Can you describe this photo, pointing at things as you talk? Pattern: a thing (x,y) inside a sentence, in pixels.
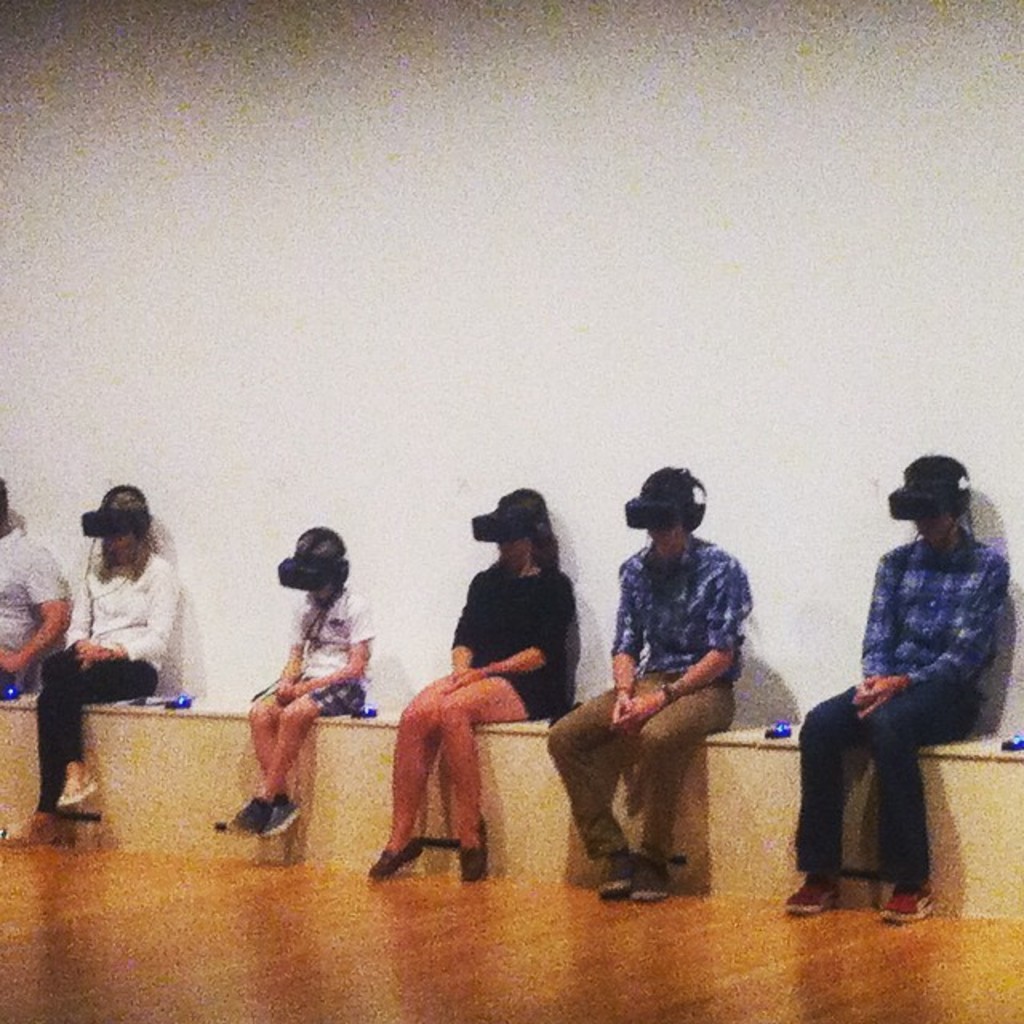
In this image we can see people (88,681) sitting wearing VR boxes (533,528). In the background of the image (527,240) there is wall (460,341). At the bottom of the image (447,940) there is wooden flooring (234,931).
